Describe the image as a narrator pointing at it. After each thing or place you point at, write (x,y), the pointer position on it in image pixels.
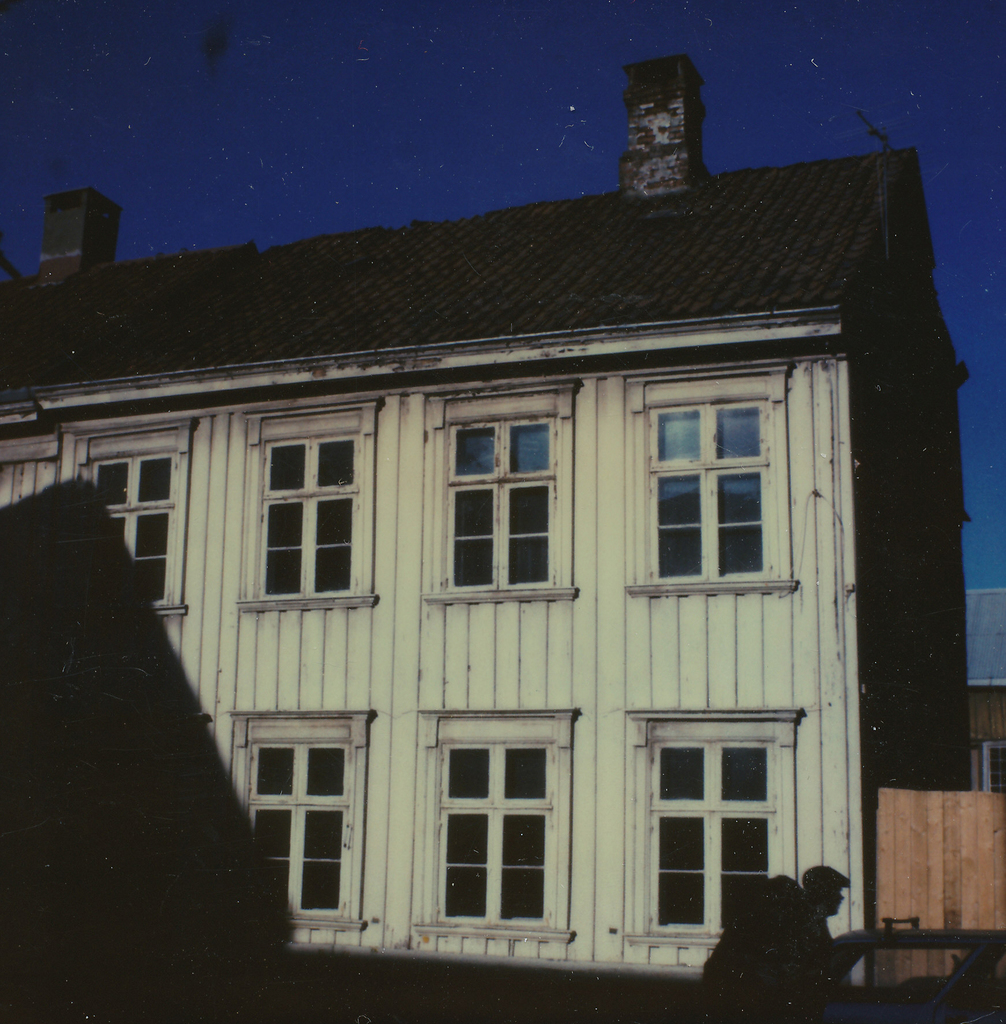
In the picture we can see the house (374,887) with windows (126,528) and on it we can see a shadow of a man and in the background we can see the sky (811,153).
